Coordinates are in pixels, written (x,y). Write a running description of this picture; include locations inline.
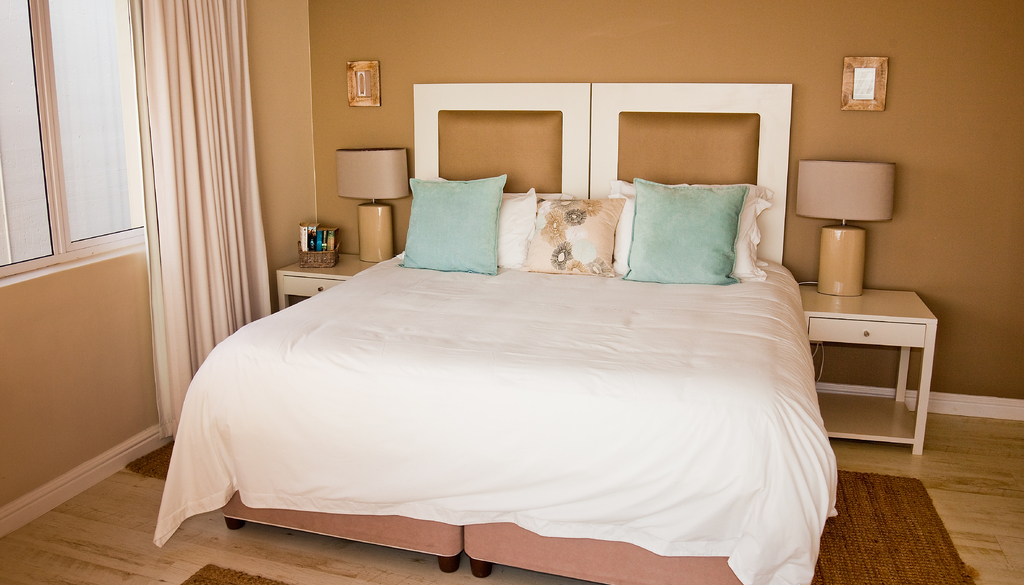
In the middle of the image (474,328) there is bed (779,309), On the bed (793,328) there are pillows (601,249). Right side of the image (839,300) there is a table (861,298), On the table (824,299) there is a lamp (830,265). Left side of the image (319,274) there is a table (346,267), On the table (300,270) there is a lamp (348,188). Beside the lamp (345,168) there are some products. Top left side of the image (144,126) there is a curtain (246,33). Behind the curtain (235,194) there is a glass window (84,54). Bottom left side of the image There is mat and bottom right side of the image (832,579) also there is mat (901,477).
